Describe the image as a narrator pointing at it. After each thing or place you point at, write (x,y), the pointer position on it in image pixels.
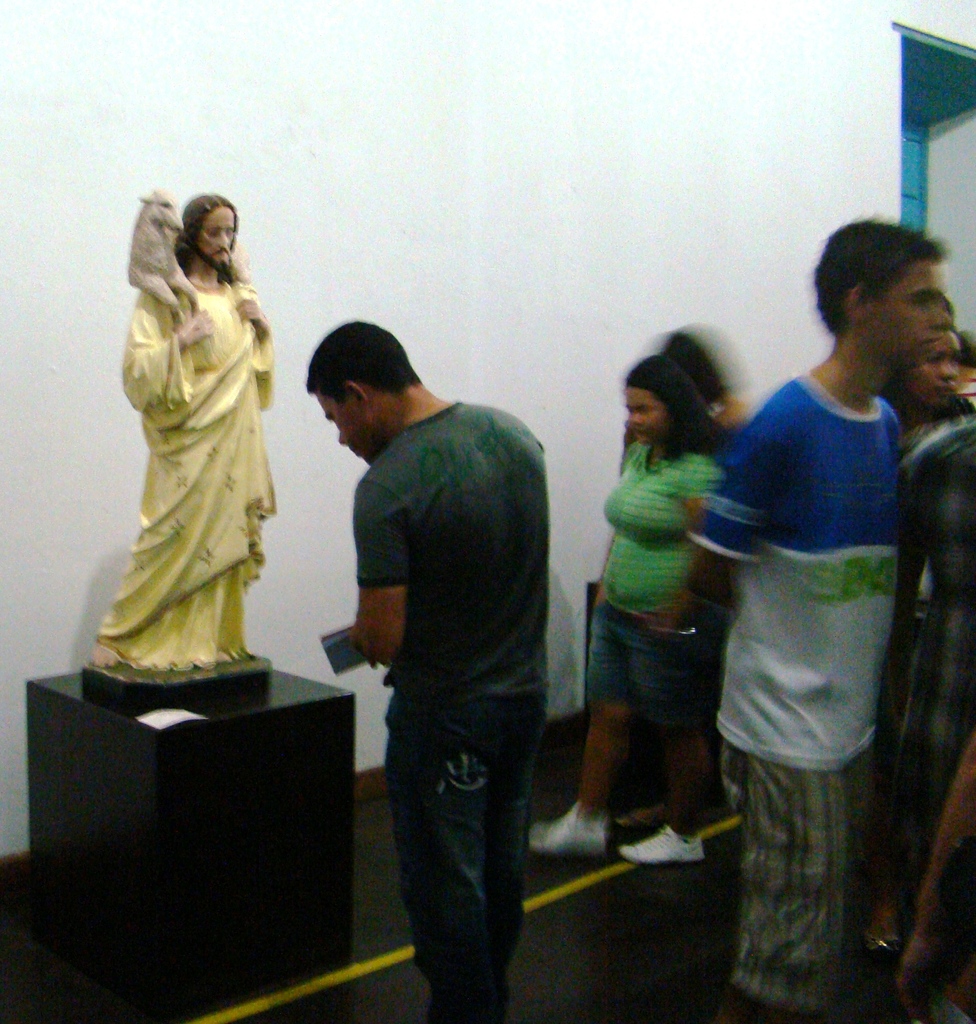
In this image I can see few people (484,613) are standing on the right side (793,481). On the left side of this image (157,207) I can see a sculpture (200,255) and in the background (52,227) I can see white colour wall (680,161).
